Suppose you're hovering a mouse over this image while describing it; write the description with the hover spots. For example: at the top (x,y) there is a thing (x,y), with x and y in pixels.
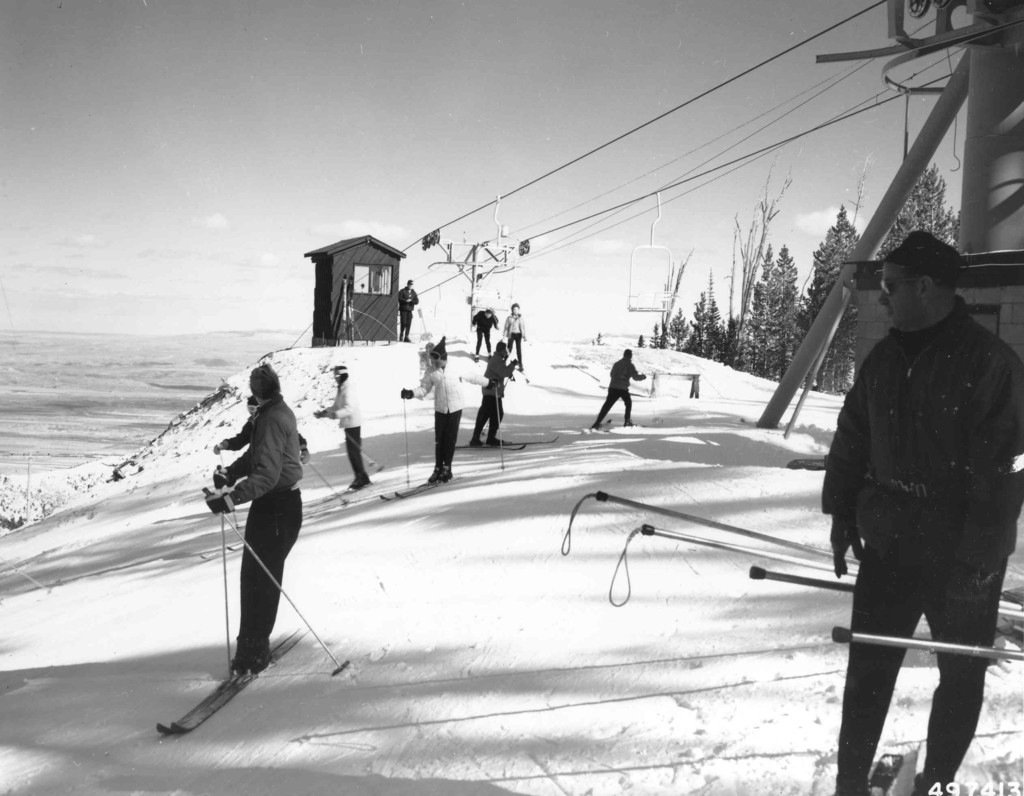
There are so many people (354,484) skiing on snow (417,713).
